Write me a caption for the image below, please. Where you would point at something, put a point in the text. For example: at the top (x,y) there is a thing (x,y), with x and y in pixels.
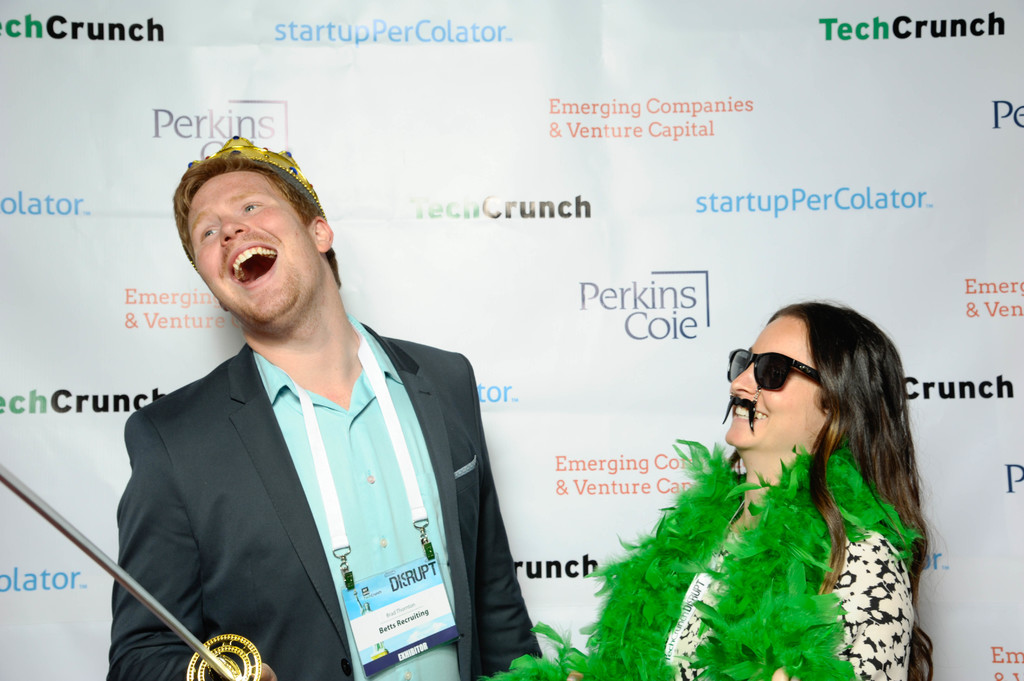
In this picture we can see a man (275,275) wearing a crown (272,167) on his head (256,218) and holding a sword (238,642) in his hand (264,666). He is smiling. There is a woman (774,452) wearing goggles (757,377) on her eyes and a mustache (749,409) on her mouth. She is wearing a green fluffy, feathery scarf (812,562) and smiling. We can see some text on a white surface (587,335).
